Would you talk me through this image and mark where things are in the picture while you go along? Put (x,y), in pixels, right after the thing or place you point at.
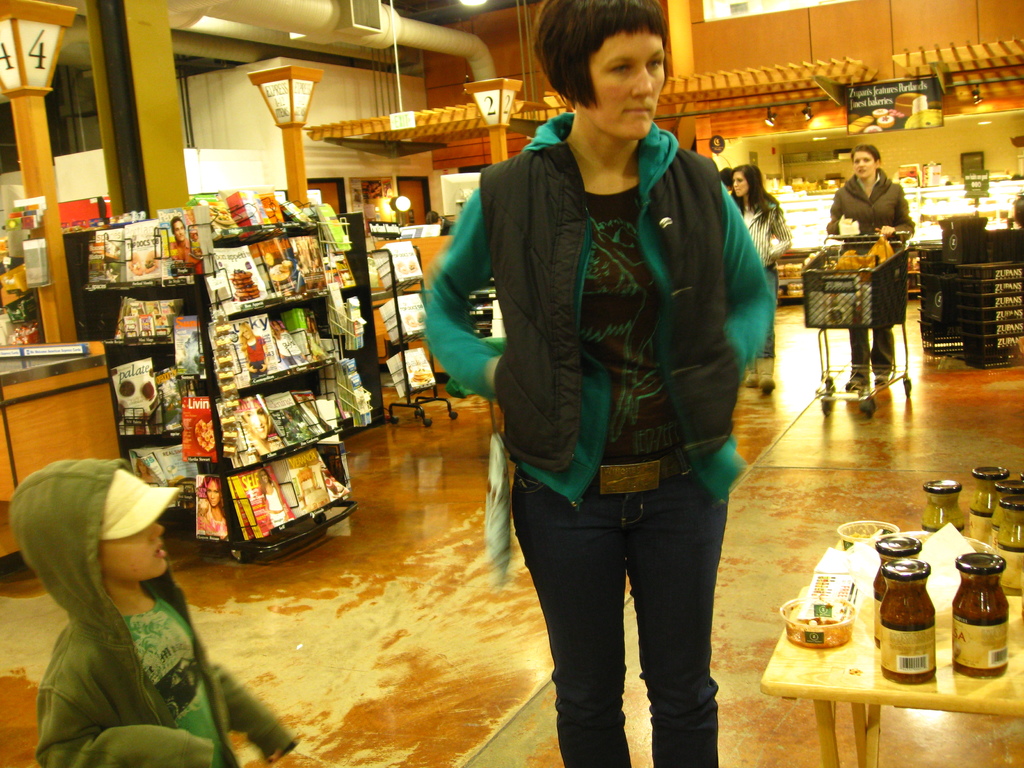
In this image I can see a group of people (619,238) on the floor (731,612), tables (945,638), bottles (963,608) and so on. In the background (252,276) I can see cupboards (361,292), magazines (241,292), wall (411,150), AC duct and so on. This image is taken in a shopping mall (466,511).
